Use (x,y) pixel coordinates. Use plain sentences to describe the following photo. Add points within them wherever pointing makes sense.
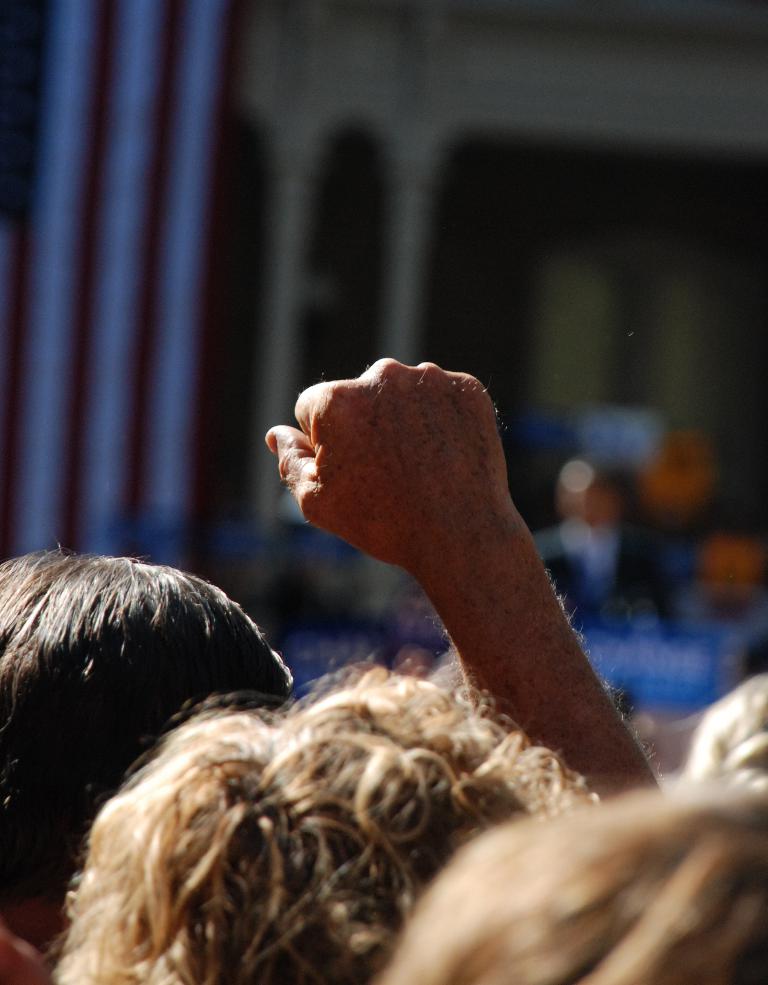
At the bottom of the image (354,776) we can see human heads (534,893) and a hand (526,590). The background (741,177) is blurry.
